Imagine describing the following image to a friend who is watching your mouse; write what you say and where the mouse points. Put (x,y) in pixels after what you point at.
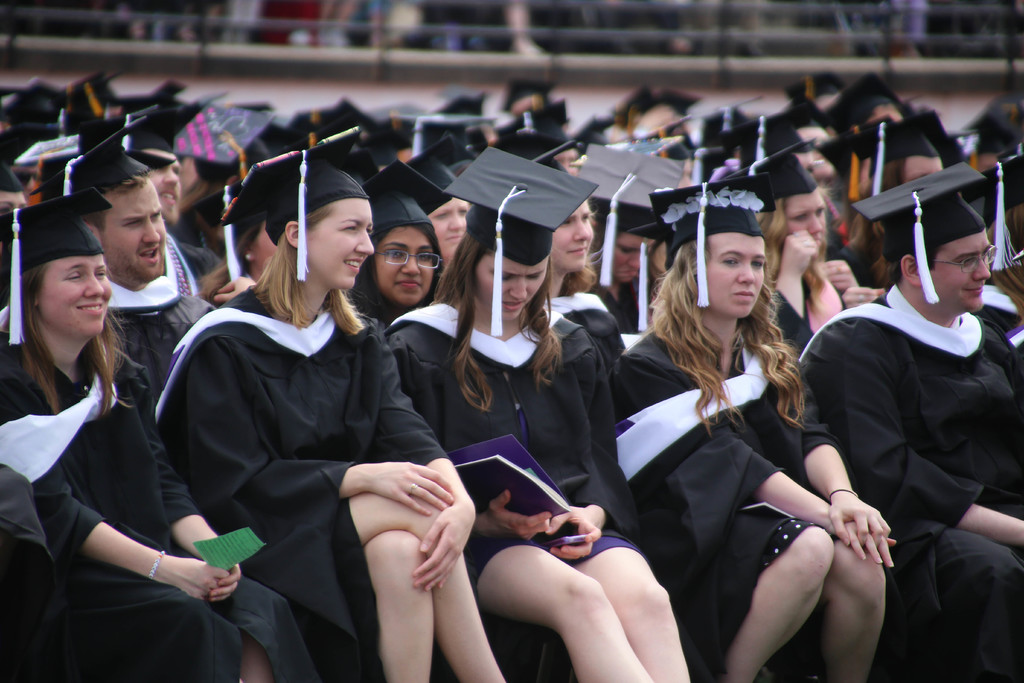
There are group of people (970,463) sitting and wore caps (816,83) and she is holding a book (494,483) and mobile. In the background (272,80) we can see wall (231,67).
